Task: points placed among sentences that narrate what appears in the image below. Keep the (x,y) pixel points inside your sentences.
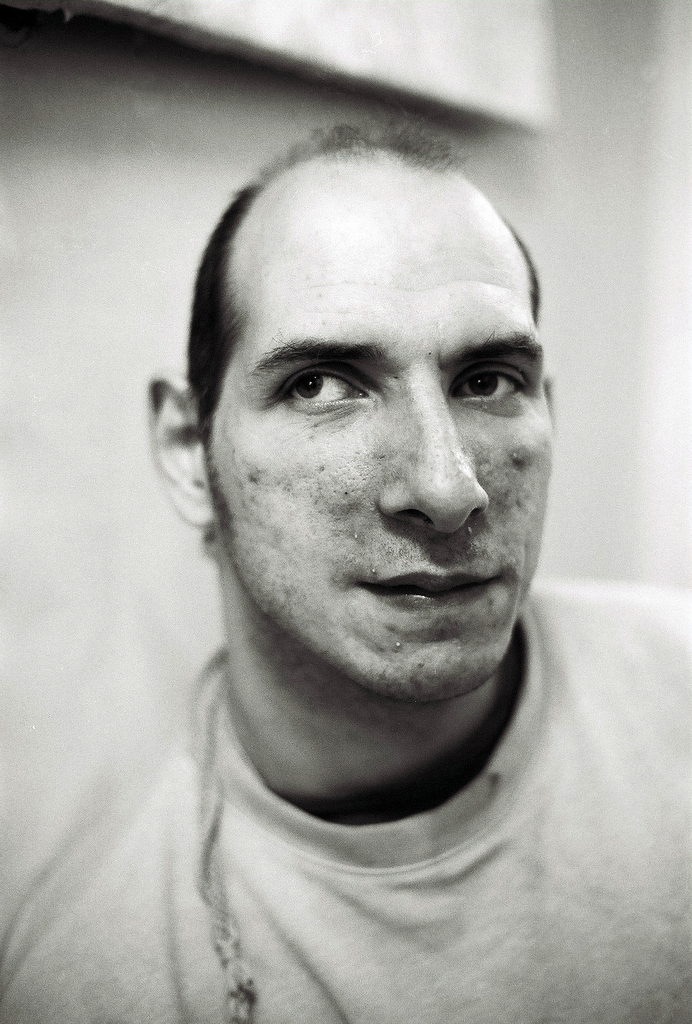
In this image in the center (317,458) there is one man (475,413), and in the background (62,641) there is a wall (136,301).
